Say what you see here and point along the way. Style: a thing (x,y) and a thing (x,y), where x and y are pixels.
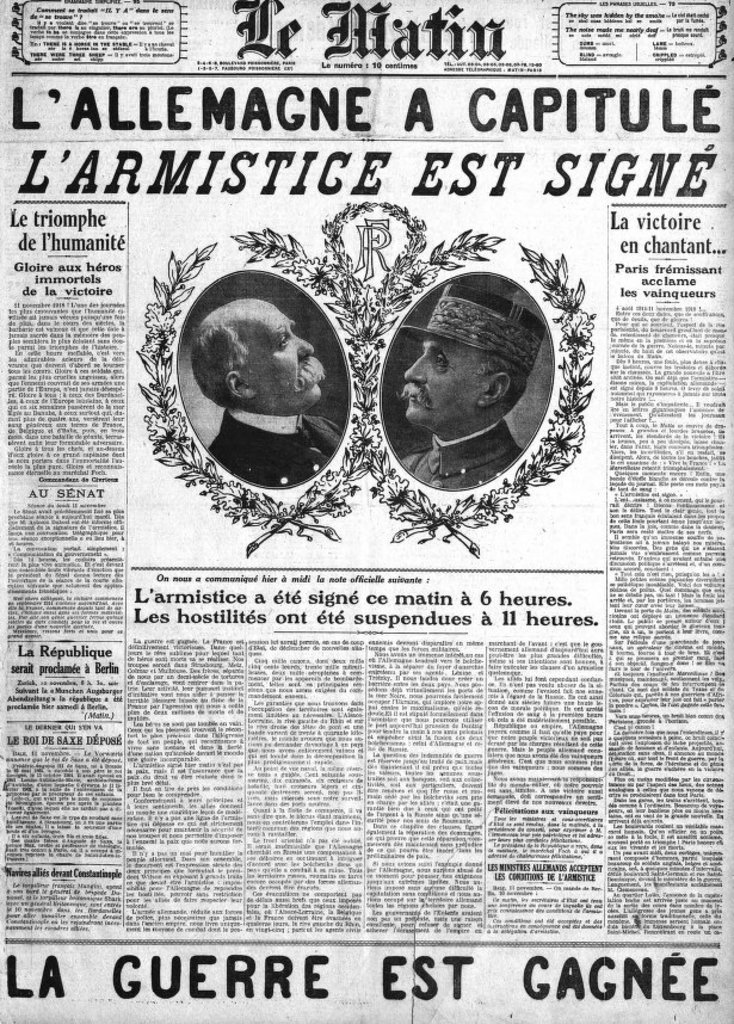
In this image we can see the newspaper (432,242) with the text (389,865) and also the human pictures (448,319).
